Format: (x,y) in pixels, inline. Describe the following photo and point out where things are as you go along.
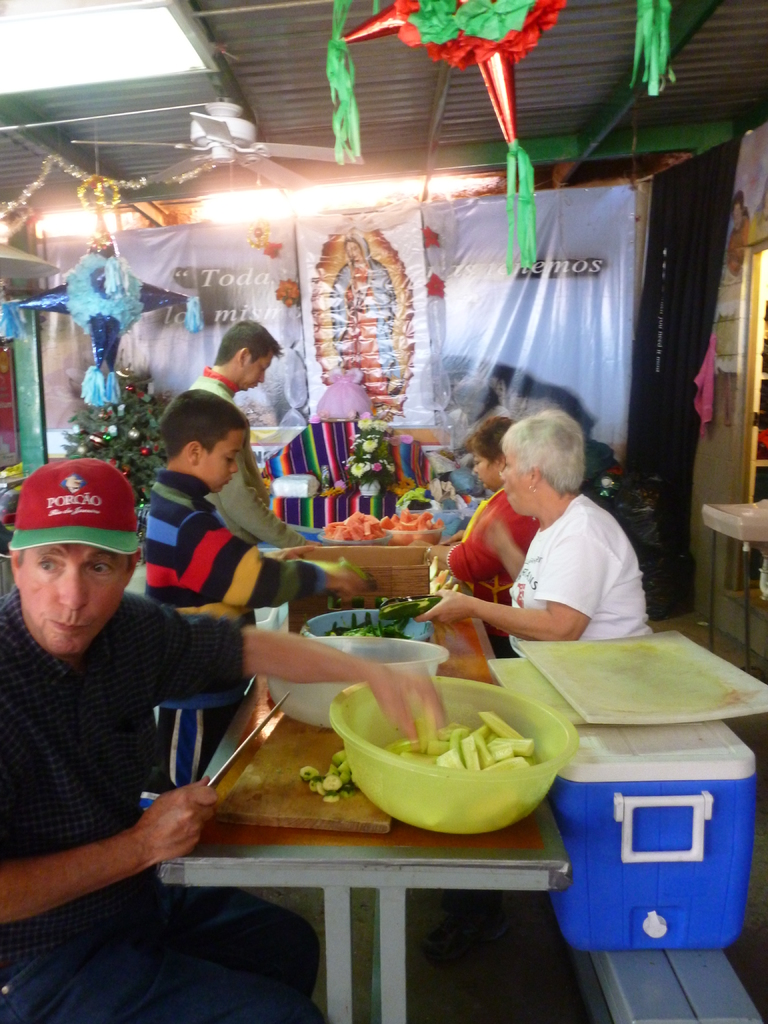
In this image I see few persons (119,534) and there are tables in front of them, on which there are bowl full of food (377,518). In the background (370,507) I see decorations (387,437), a fan (192,166) and the banner (124,235).
